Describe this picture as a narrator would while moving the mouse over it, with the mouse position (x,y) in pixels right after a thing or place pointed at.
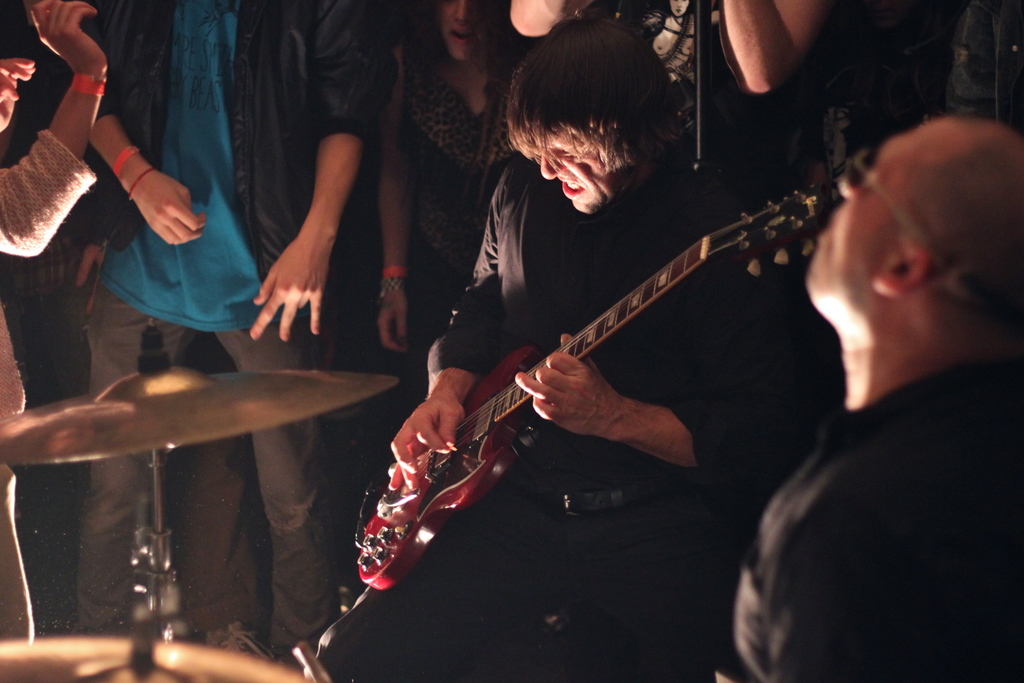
In this image there are group of persons (427,322) who are standing around the person (549,292) who is playing musical instrument (505,390).
